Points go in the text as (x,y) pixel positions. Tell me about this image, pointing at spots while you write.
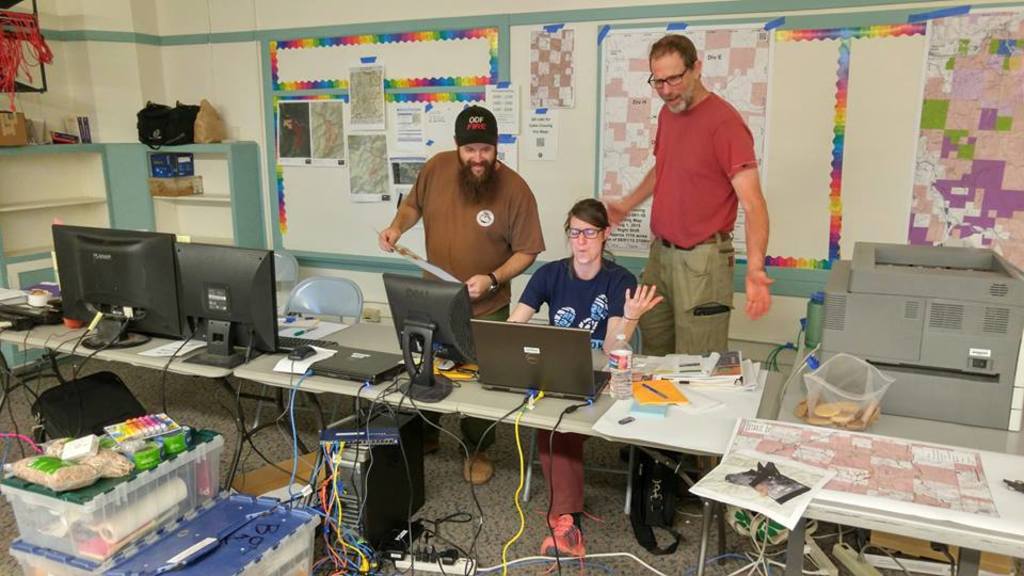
In this picture there is a lady (579,286) who is sitting at the center of the image (583,299) on chair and there are two men (490,166) they are standing at the center of the image (524,262), there is a table (378,405) in front of them on which there are computers (562,376) and there are boards (437,32) around the area of the image on wall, there are some chairs (292,310) at the left side of the image (305,295).
